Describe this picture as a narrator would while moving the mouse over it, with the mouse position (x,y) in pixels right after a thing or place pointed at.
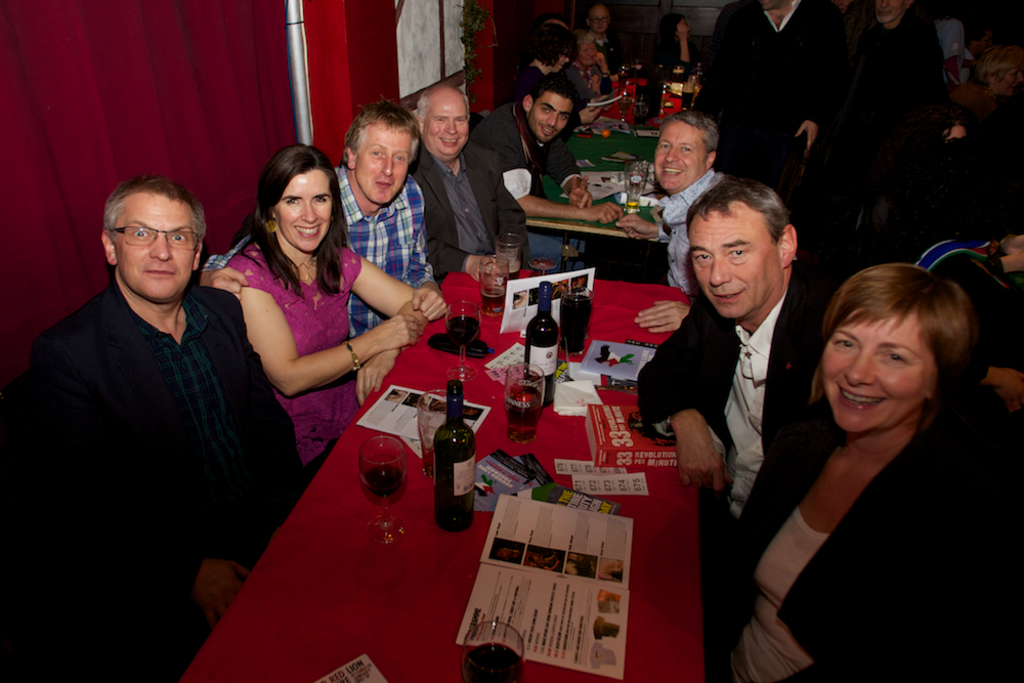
In this picture I can see there are a group of people (132,438) sitting and they have a table (399,645) in front of them, there are few wine bottles (448,527), books (622,567) and menu card (376,429) placed on the table (358,555). There are four men (139,480) and a woman (271,309) sitting on top left (309,188) and there are two men (757,387) and a woman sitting at right side (746,450). There is a curtain (173,42) and a wall (327,41) at left side (189,115).
